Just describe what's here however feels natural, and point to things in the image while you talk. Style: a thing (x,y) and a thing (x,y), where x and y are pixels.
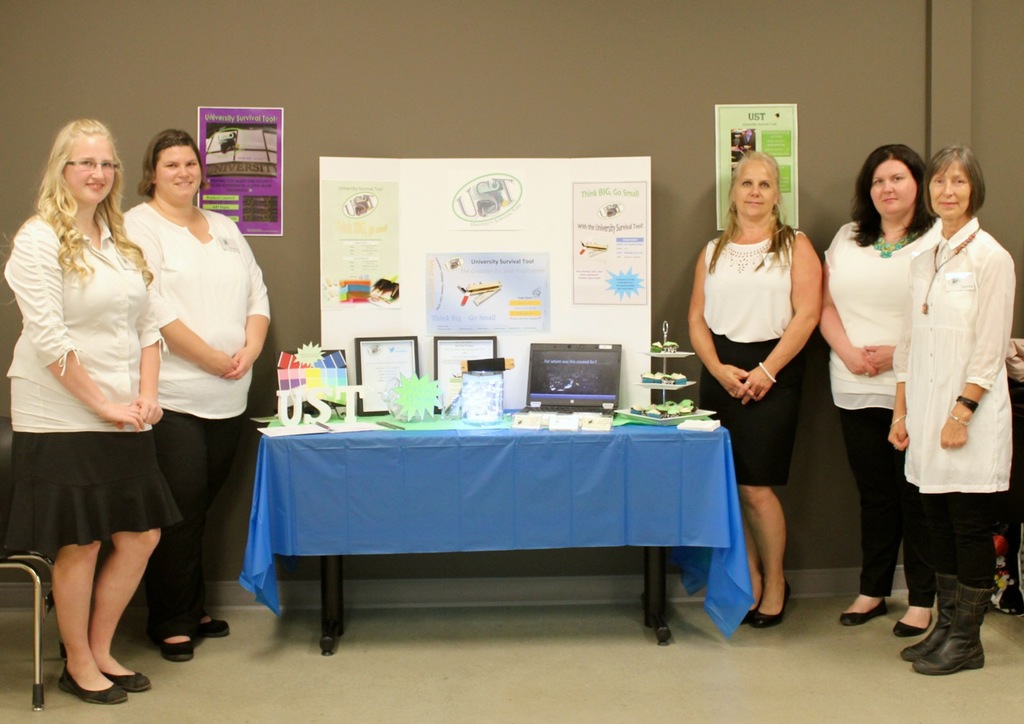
There are two women (175,405) on the left (195,495) and three women (891,341) on the right (950,408) and in between them there is a table (327,430) on which frames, laptop (548,397), paper made things (313,359) and on the wall (506,141) we can see posters (775,152).
